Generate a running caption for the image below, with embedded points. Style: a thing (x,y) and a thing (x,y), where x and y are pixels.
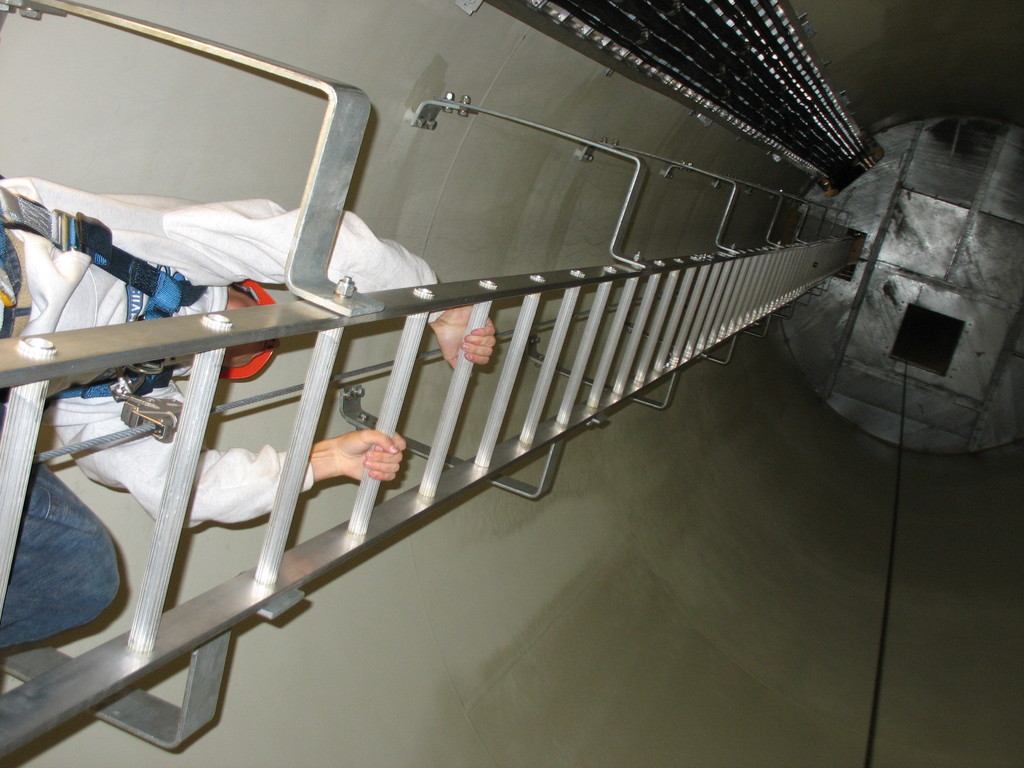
On the left side (136,325) there is a ladder (412,351) attached with the wall (538,209). And a person (194,305) wearing helmet (256,338) is climbing that. On the right side (916,271) there is a steel type thing (897,294) attached to the ladder (846,251). And it is looking like a cylinder shaped structure (889,165).
